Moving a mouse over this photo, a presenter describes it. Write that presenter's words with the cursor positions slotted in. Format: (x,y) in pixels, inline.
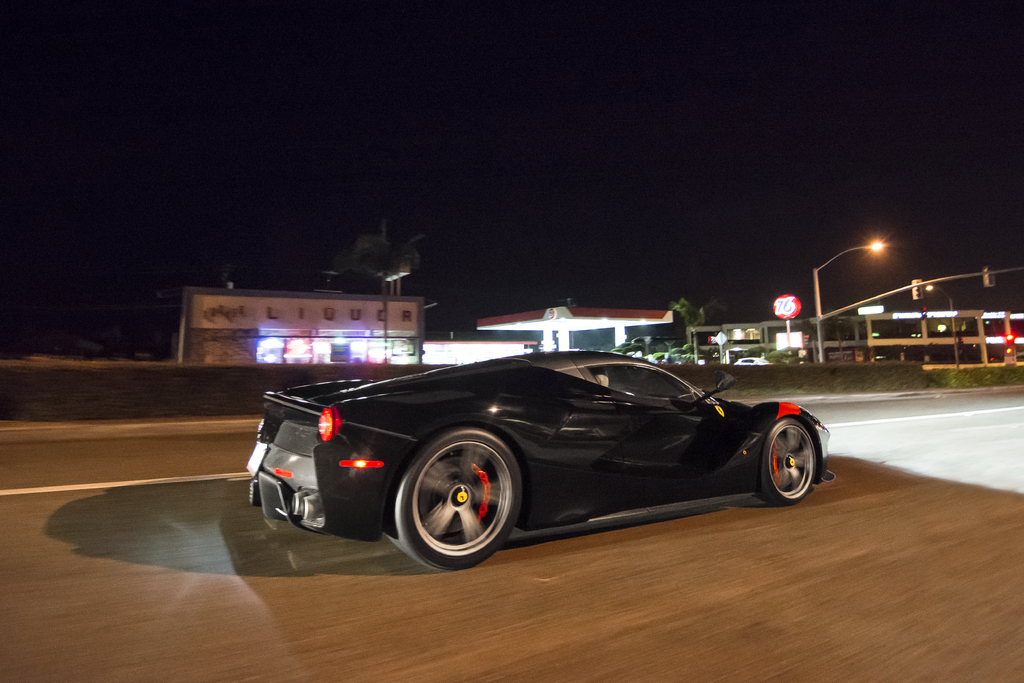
Here in this picture we can see a black colored car (414,467) present on the road (775,561) over there and beside that we can see bushes (732,374) present all over there and we can see light posts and traffic signal lights (925,310) present on poles (887,295) here and there and we can see some stores (830,327) and hoardings (352,318) present over there.
